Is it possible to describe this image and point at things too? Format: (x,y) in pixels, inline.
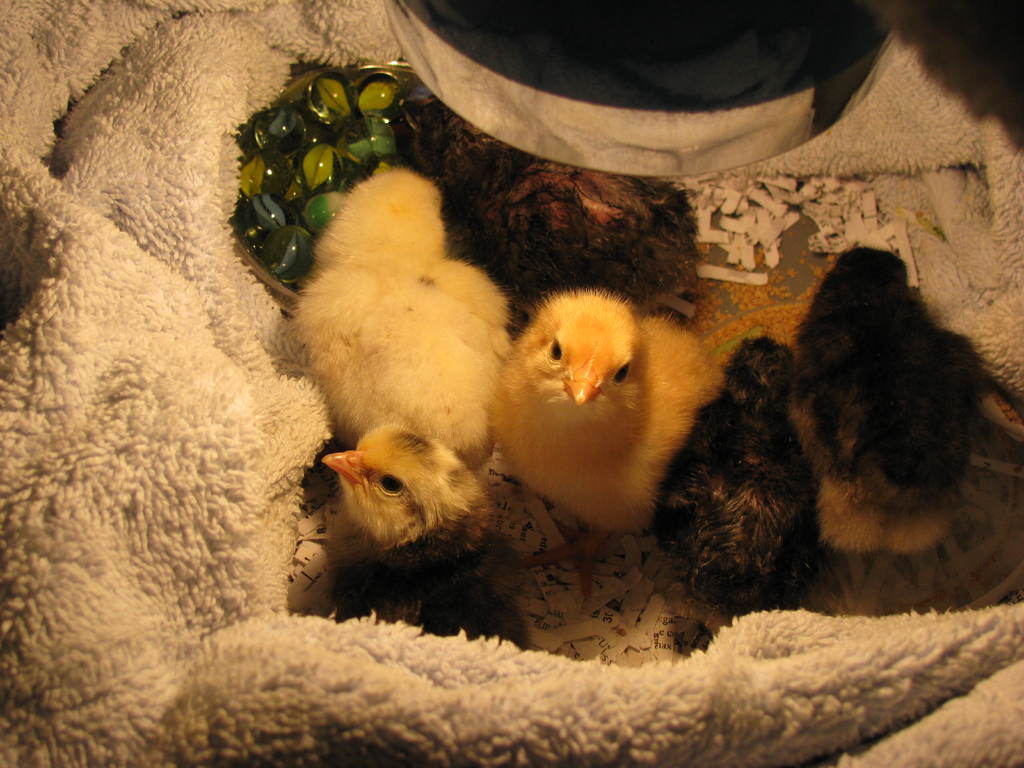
In this image, there are some chicken little's (821,474) with different colors surrounded by a cloth (491,667).
